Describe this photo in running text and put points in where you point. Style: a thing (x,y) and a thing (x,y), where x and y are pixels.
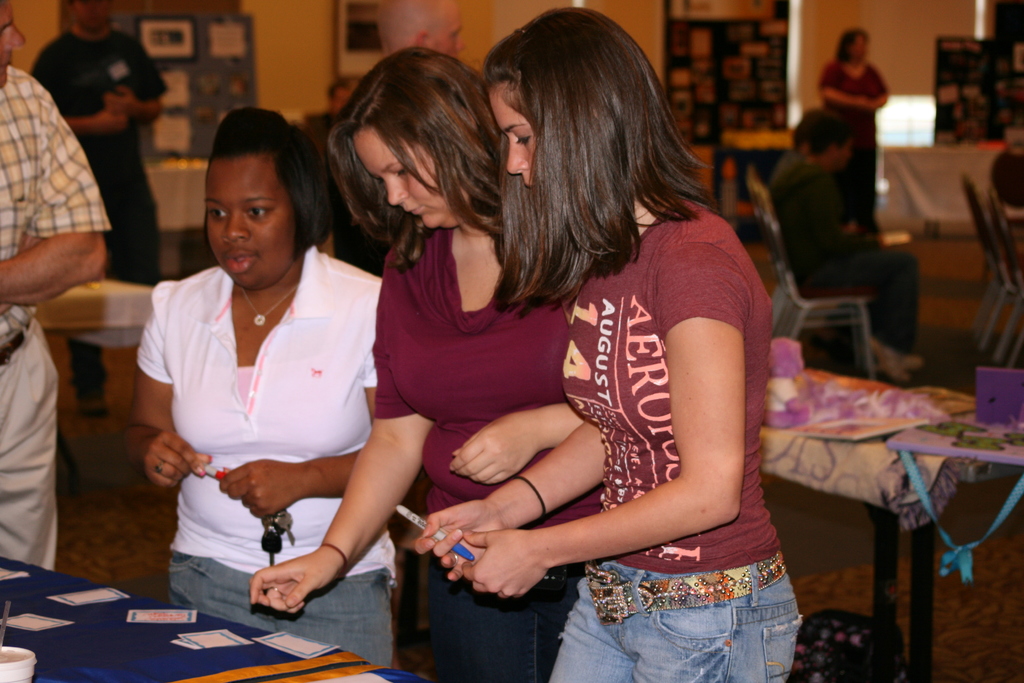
Few persons (324,240) are standing, few persons (882,264) are sitting on the chair (986,242). We can see tables (138,634) and chairs (1008,283), on the table (263,647) we can see papers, cup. This is floor (974,605). On the background (652,31) we can see wall (640,28).
